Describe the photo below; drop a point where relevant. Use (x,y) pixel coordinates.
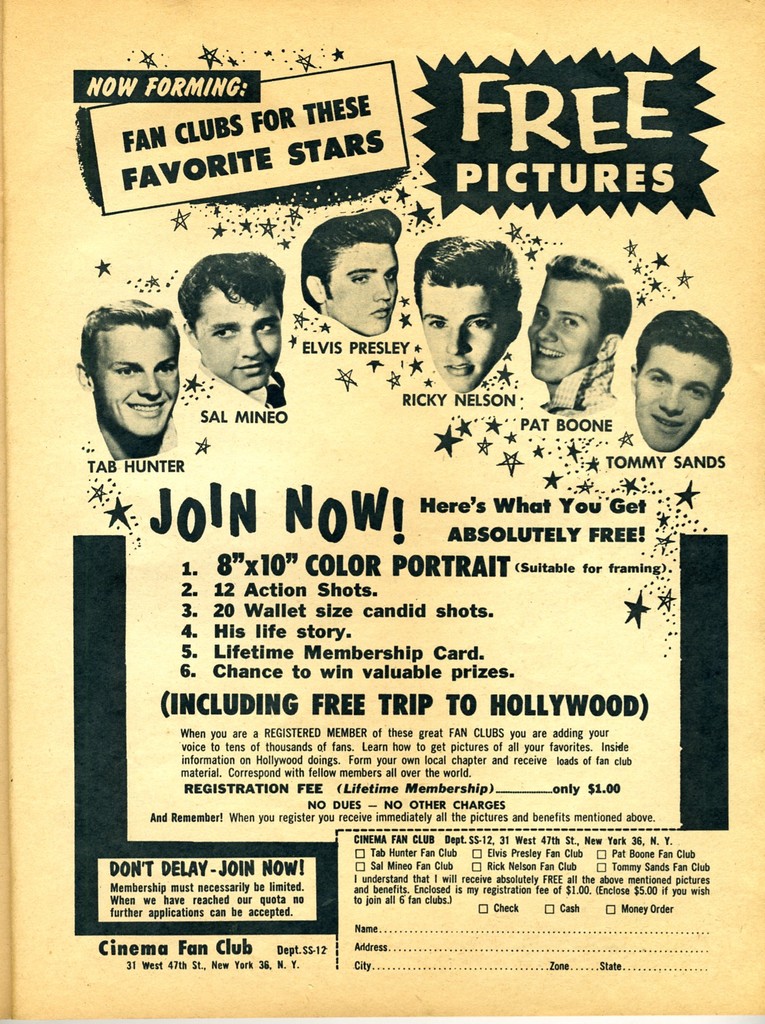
In the foreground of this poster, there are images of person's head (589,362) and we can also see some text (165,697) in it.
